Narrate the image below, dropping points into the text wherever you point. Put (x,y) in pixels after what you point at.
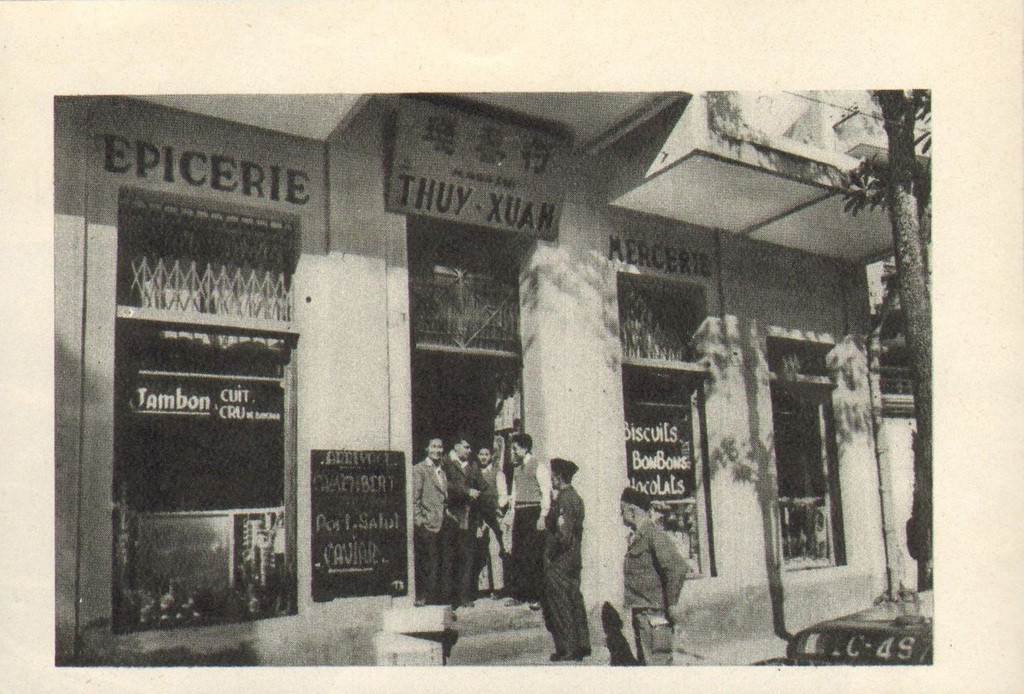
It is a black and white picture. In this picture I can see people (560,581), tree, boards (339,501), grilles (513,330) and walls (601,395). Something is written on these boards (409,178).
